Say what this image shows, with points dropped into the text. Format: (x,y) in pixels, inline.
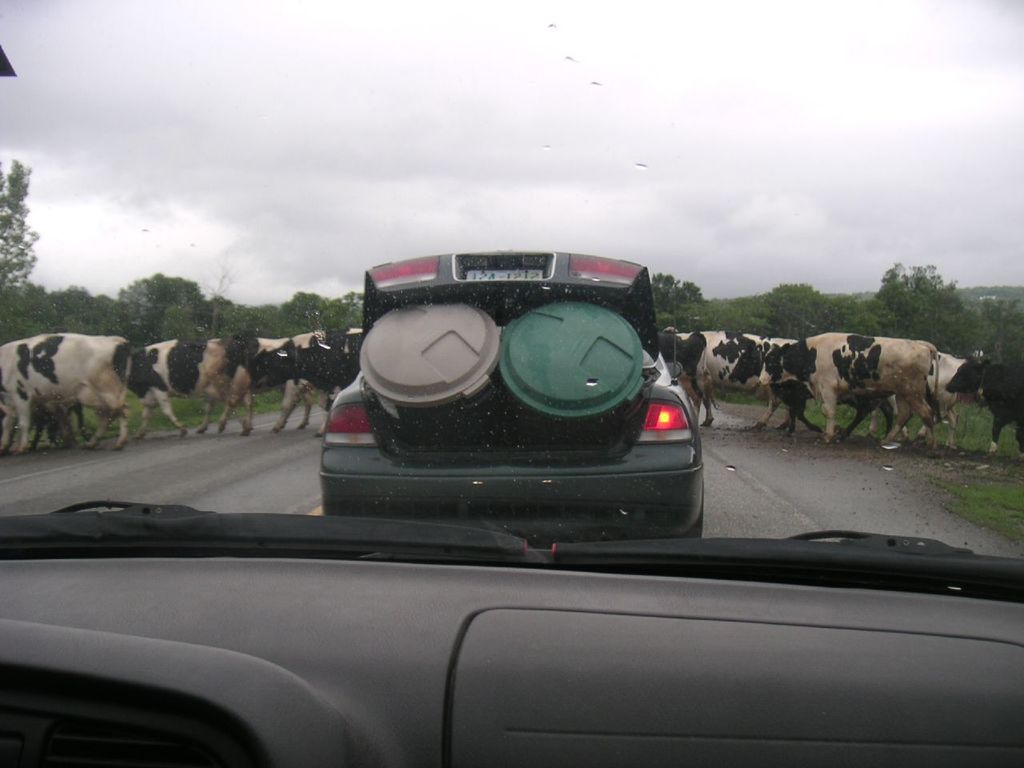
In this image we can see a car (500,464). In the trunk (516,369) of the car (490,374) there are two bins (524,376). In the back (218,365) there are cows (755,356) and trees (830,325). In the background (577,118) there is sky (388,170). At the bottom (289,649) we can see part of a vehicle (476,618).
